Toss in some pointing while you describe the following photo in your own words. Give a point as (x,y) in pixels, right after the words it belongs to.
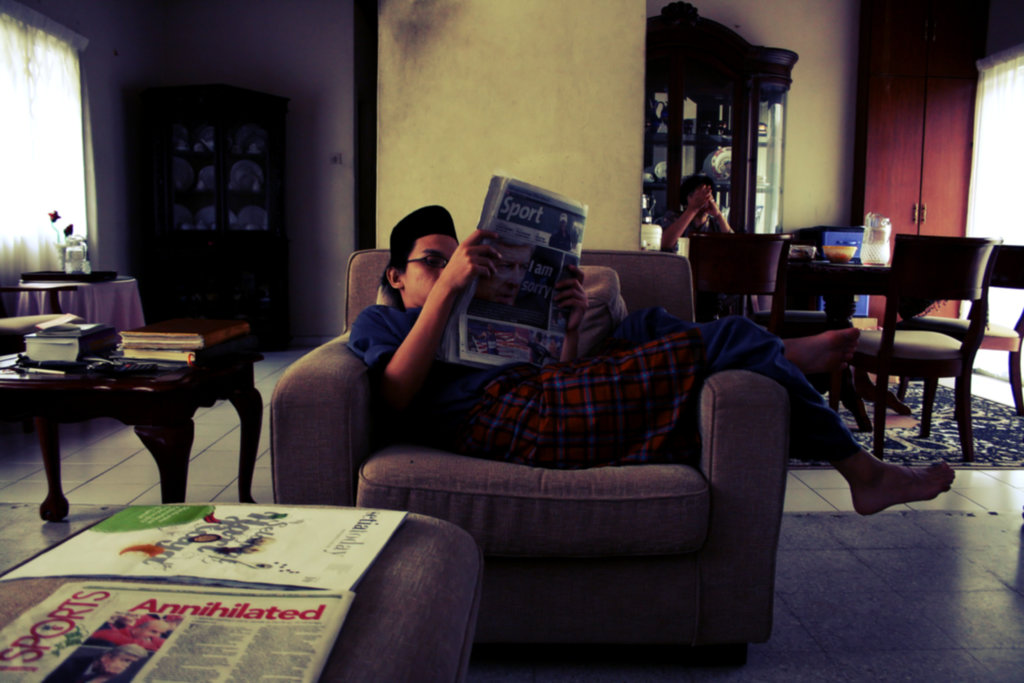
In this picture we can see man (451,373) holding paper (551,279) in his hand (446,285) wore spectacle (426,262), cap (422,224) sat on chair (366,386) and in front of him there are some papers (176,567) and beside to him there is table (156,374) and on table (142,382) we can see books (123,357) and in background (29,240) we can see cupboard (151,97), windows (62,86) with curtains (62,86) and one more person (704,194) sitting at dining table (855,285) and on this table (843,276) we can see bowl (838,247), jar (866,252).
